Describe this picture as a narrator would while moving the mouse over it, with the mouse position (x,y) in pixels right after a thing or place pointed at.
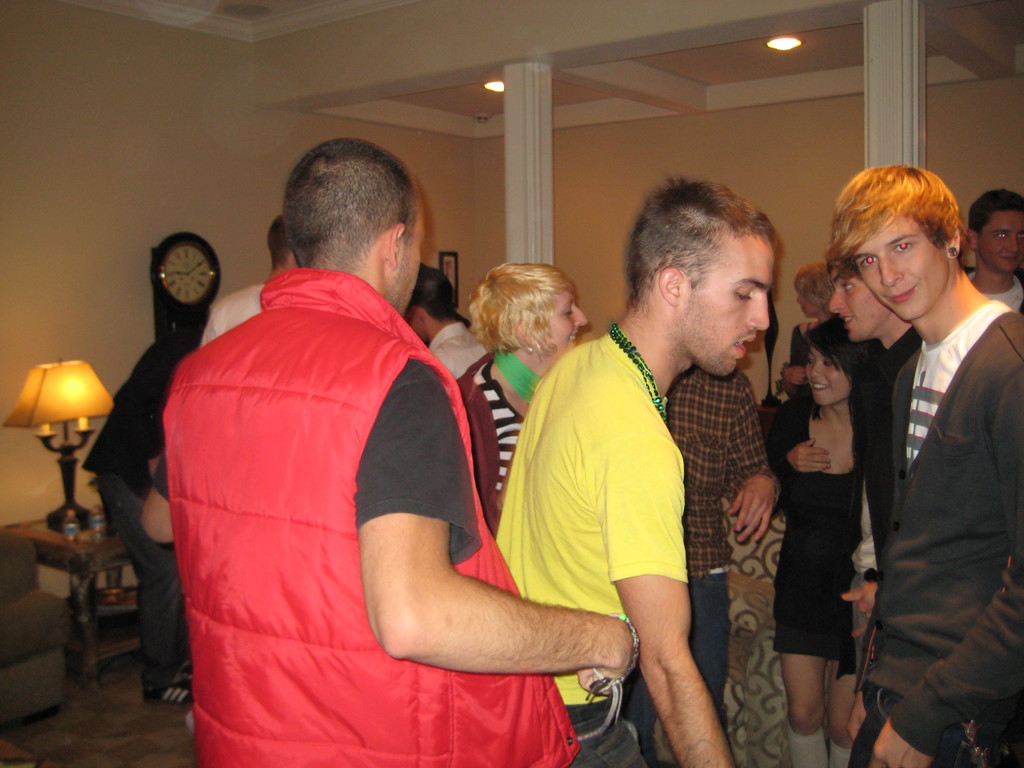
In this image there are group of persons (486,498) standing, there is a couch (46,632) towards the left of the image (22,602), there is a table (72,597), there is an object (101,526) on the table (106,544), there is a lamp (63,466) on the table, there are pillars (545,146), there is the wall (756,175), there is a wall clock (191,263) on the wall (224,270), there is a photo frame (444,261) on the wall (435,238), at the top of the image (389,36) there is the roof (715,40), there are lights (772,43) on the roof (572,84).
